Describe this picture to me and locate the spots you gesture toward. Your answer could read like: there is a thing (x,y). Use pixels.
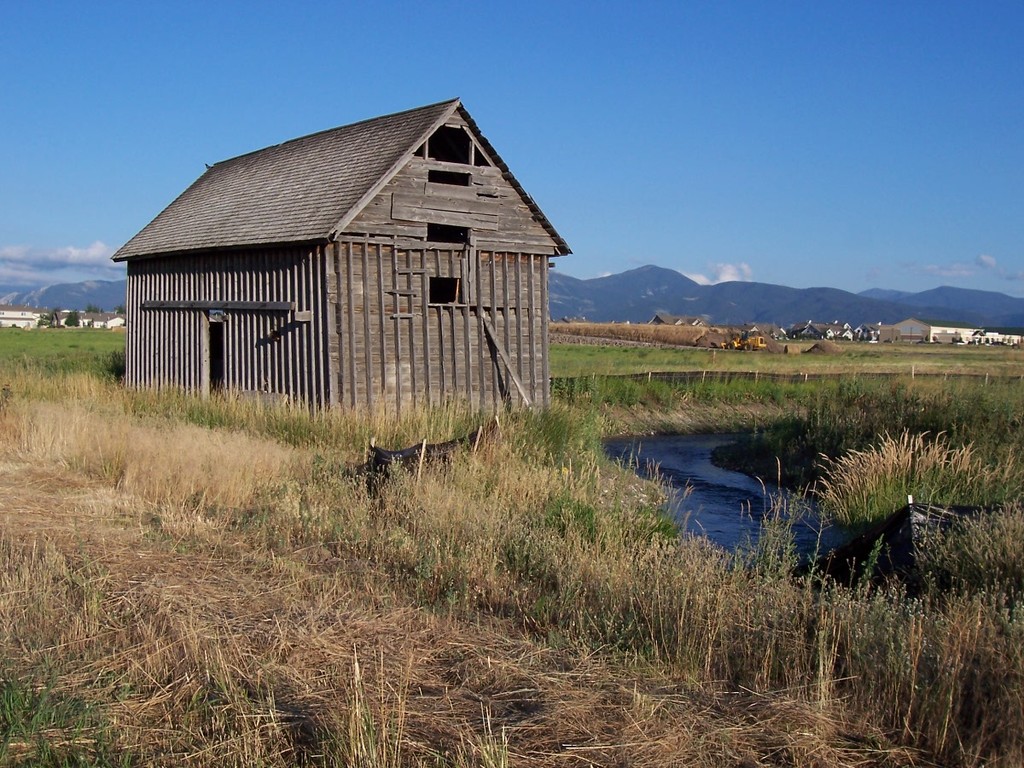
In the image I can see a hut (142,309) and also I can see some trees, plants (343,517), grass (203,459) some other houses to the side.
